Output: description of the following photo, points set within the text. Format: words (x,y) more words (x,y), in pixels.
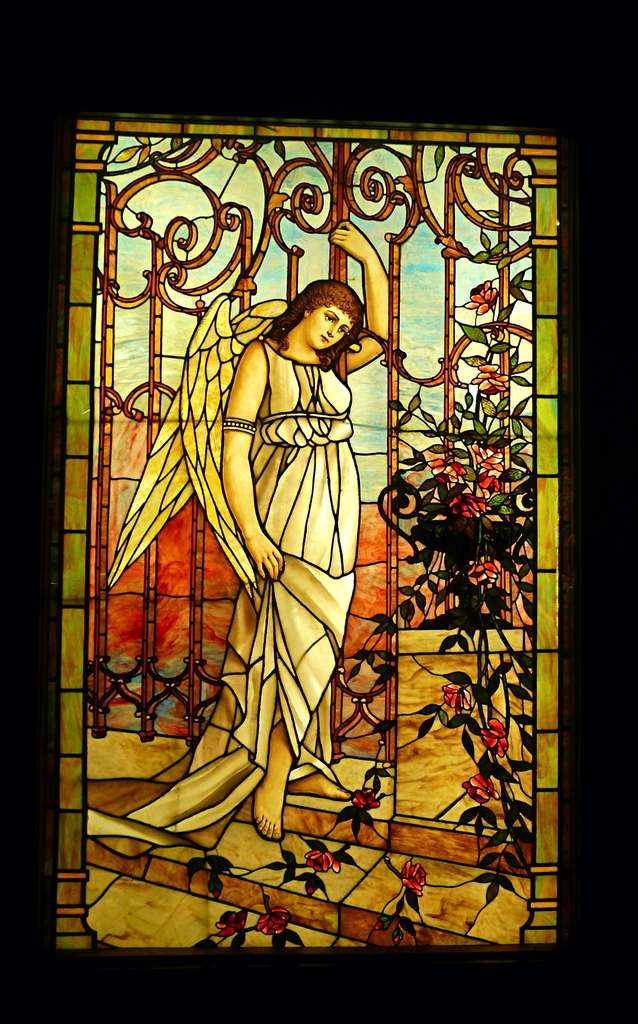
There is a painting frame (128,427) as we can see in the middle of this image (323,403). There is a picture (293,538) of a woman (341,417) in the middle of this image (306,385). It is dark in the background (435,67).
